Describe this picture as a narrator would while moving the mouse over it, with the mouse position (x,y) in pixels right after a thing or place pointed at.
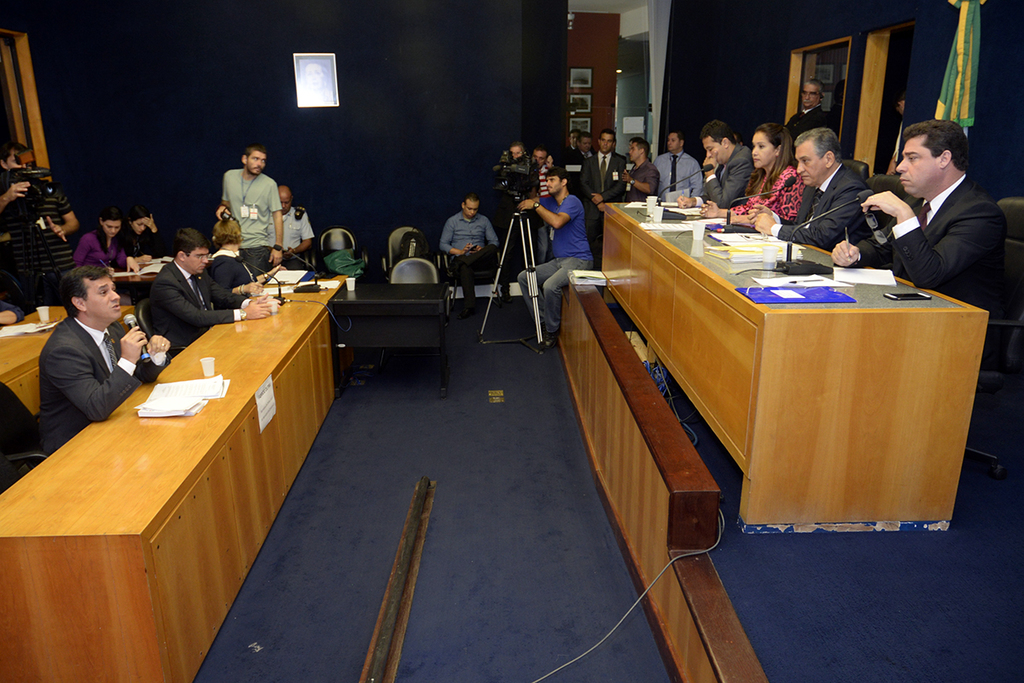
This Image is clicked inside a room (362,343). There are tables (413,324), there is a stage (595,435) on which there are tables (850,400) and chairs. People (556,306) are sitting on chairs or tables (116,444). There are mike's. There is a photo frame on the wall (345,128). On the tables (134,423) there are papers (734,250), files (716,247), cups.
